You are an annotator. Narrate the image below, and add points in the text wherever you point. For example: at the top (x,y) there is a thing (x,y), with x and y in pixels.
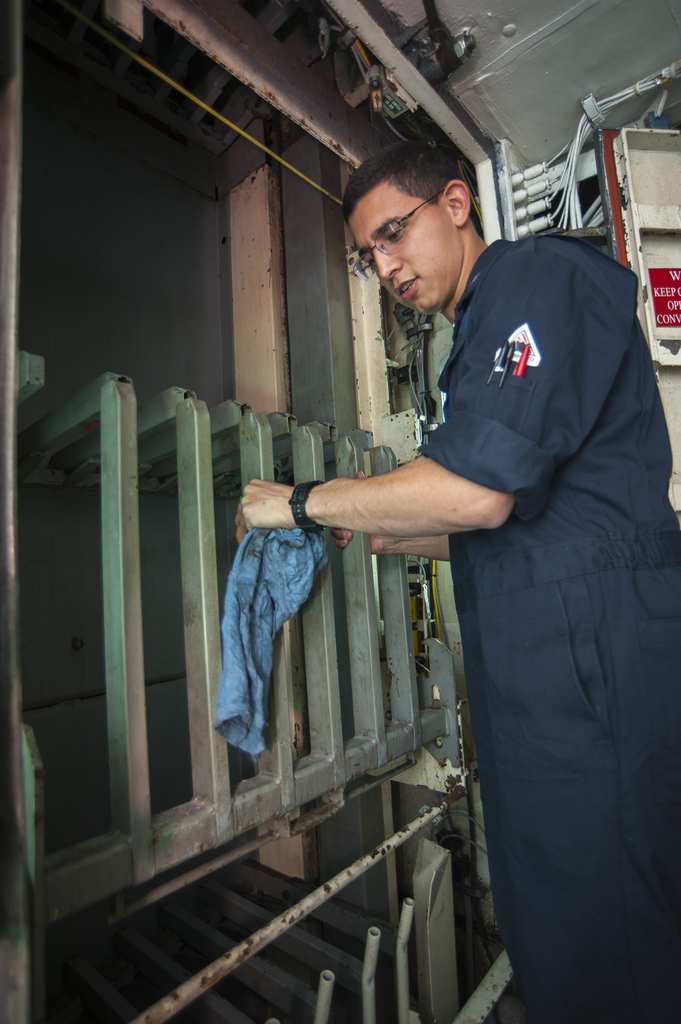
In this image I can see the person (557,460) is standing and wearing navy blue color dress (580,501) and holding the metal rod (263,466) and the blue color cloth (301,560). Back I can see few wires (614,101) and metal objects (605,151).
